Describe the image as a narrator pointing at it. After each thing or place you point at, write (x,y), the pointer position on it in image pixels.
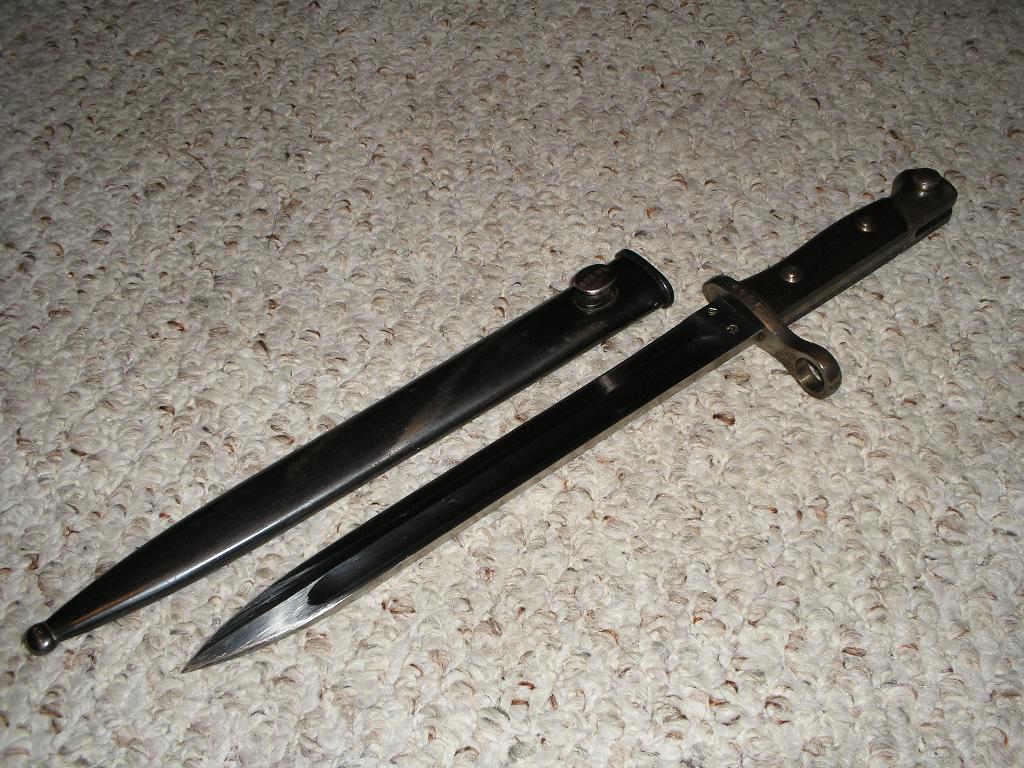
In the middle of this image (664,397), there is a knife (296,601) and knife's cover (339,430) placed on a surface (107,451). And the background (787,631) is gray in color.
